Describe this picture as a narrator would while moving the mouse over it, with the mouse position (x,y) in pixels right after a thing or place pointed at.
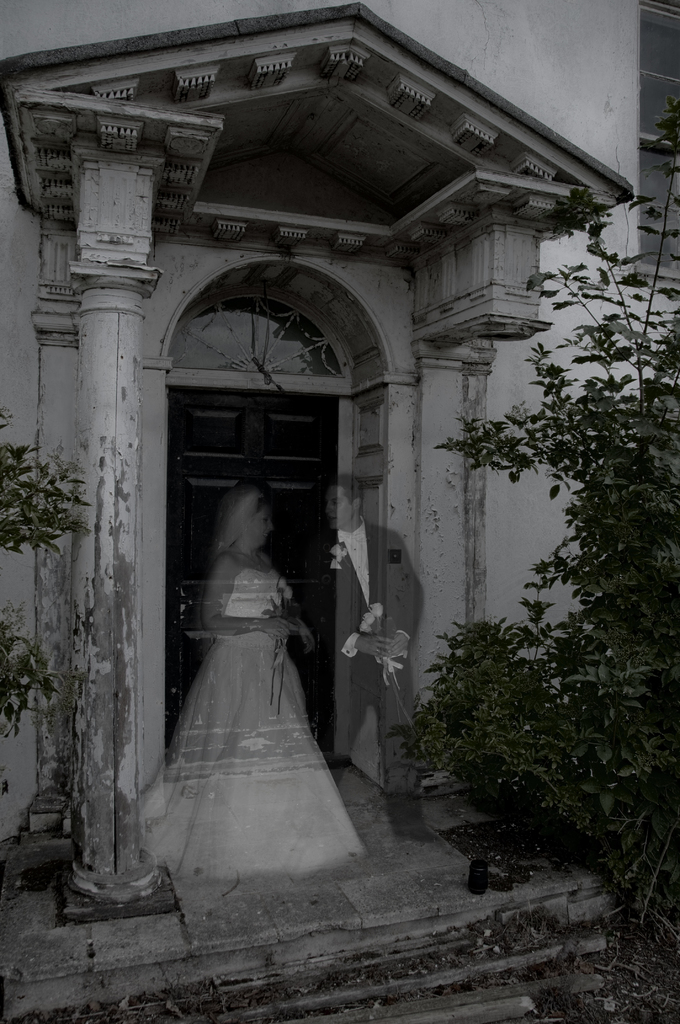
In the foreground of the picture (647,581) there are plants (19,542) and staircase (450,1019). In the center of the picture (258,596) there is a couple (353,610). At the top (301,225) it is building (371,189) may be a church (304,327).
